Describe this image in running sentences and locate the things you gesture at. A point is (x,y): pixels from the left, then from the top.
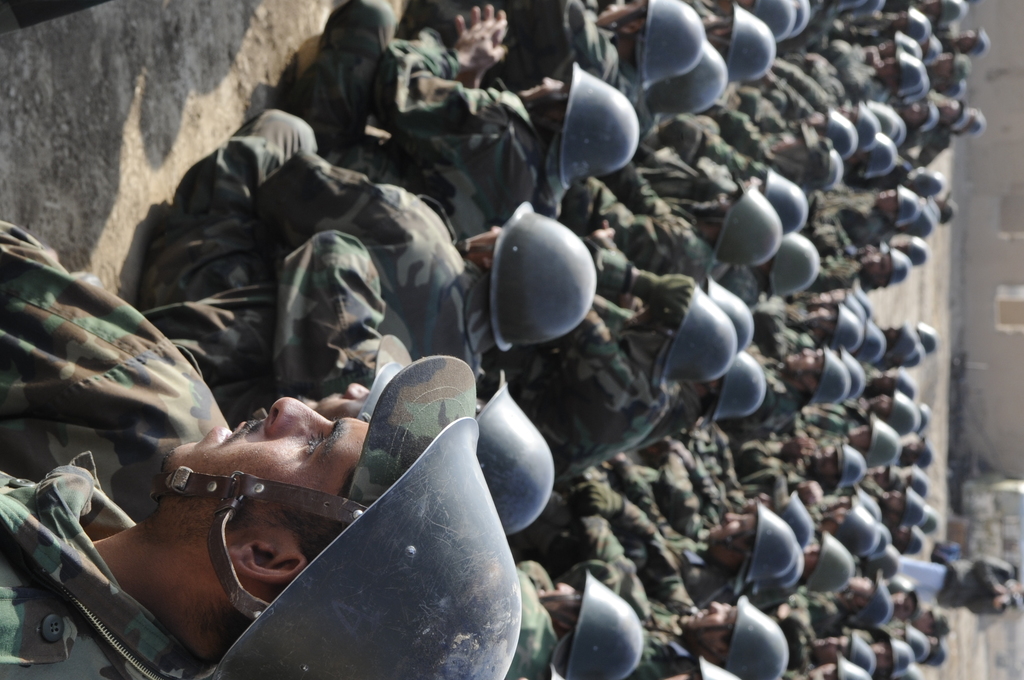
In this image we can see there is a group of people (655,338) sitting on the ground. And one person (976,584) standing and holding a paper (917,567). At the back (974,395) it looks like a building (999,239).
